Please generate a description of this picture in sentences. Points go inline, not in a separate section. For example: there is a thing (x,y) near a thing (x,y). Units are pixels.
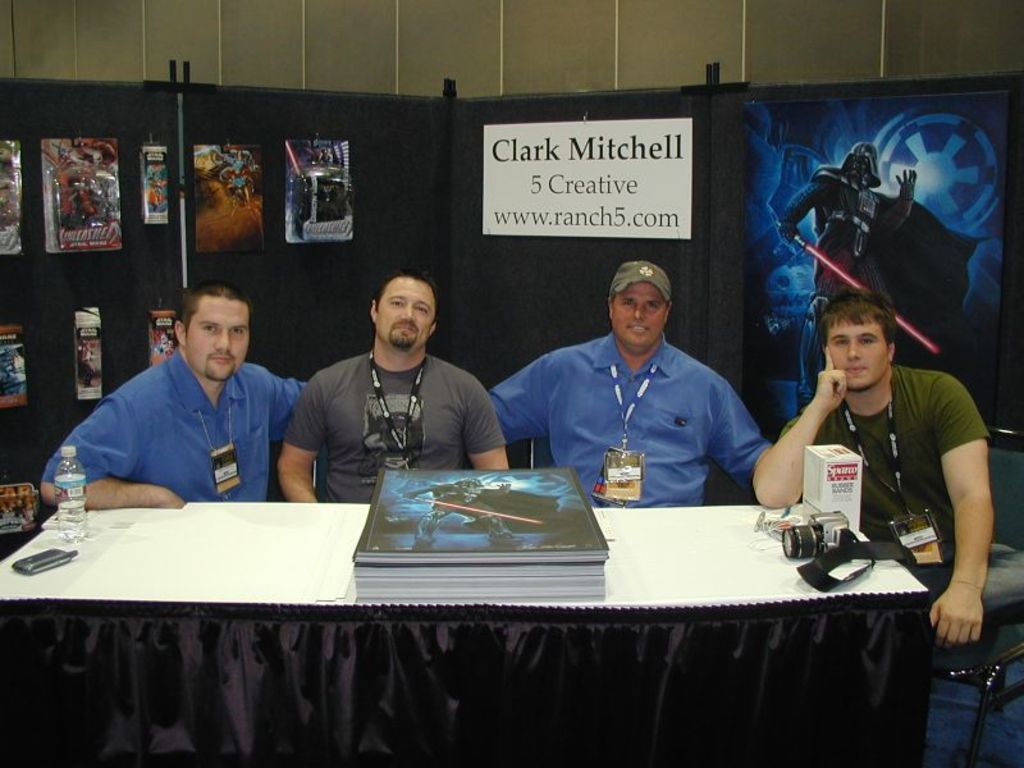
In this picture we can see people (951,640) sitting on chairs (954,655), they are wearing id cards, in front of them we can see a table (782,630), on this table (816,634) we can see a bottle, mobile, books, camera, box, some objects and in the background (900,311) we can see a wall (729,276), posters (890,248) and name board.
